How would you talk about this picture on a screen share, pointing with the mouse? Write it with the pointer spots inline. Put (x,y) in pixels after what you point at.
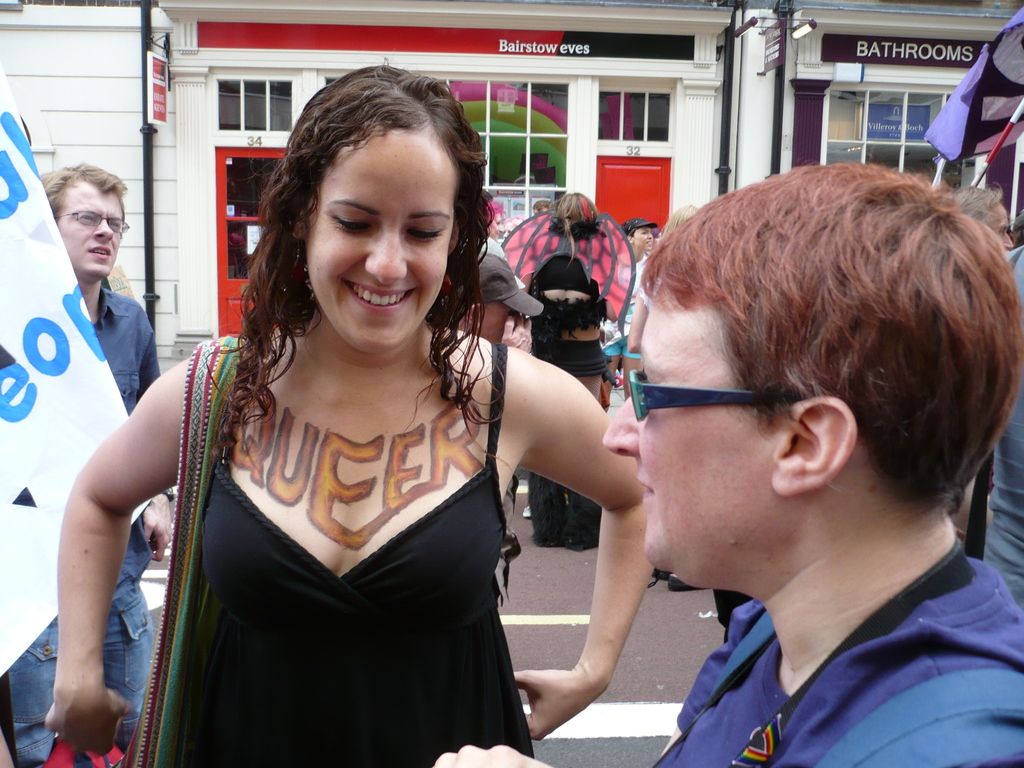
In this image, we can see a lady (270,507) smiling and there are some other people (731,318). Some of them are holding flags (64,276). In the background (485,48), there are buildings (759,70).
